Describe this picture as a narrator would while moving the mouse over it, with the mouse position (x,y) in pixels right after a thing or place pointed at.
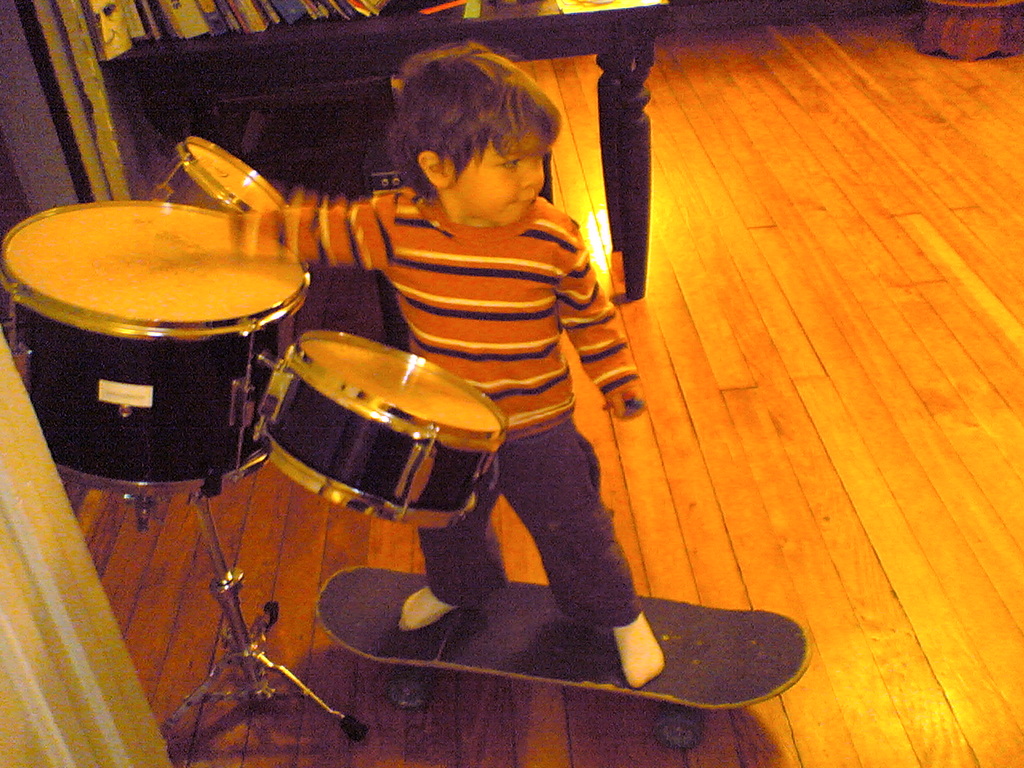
In this image we can see a boy (574,547) standing on a skateboard (775,661) and playing a musical instrument (227,345). The boy (614,397) is holding an object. Behind the boy (400,246) we can see books (212,6) on a table (237,43) and a wall (160,156). We can see the floor (767,435). In the bottom left (49,711) we can see a pillar (53,658).
